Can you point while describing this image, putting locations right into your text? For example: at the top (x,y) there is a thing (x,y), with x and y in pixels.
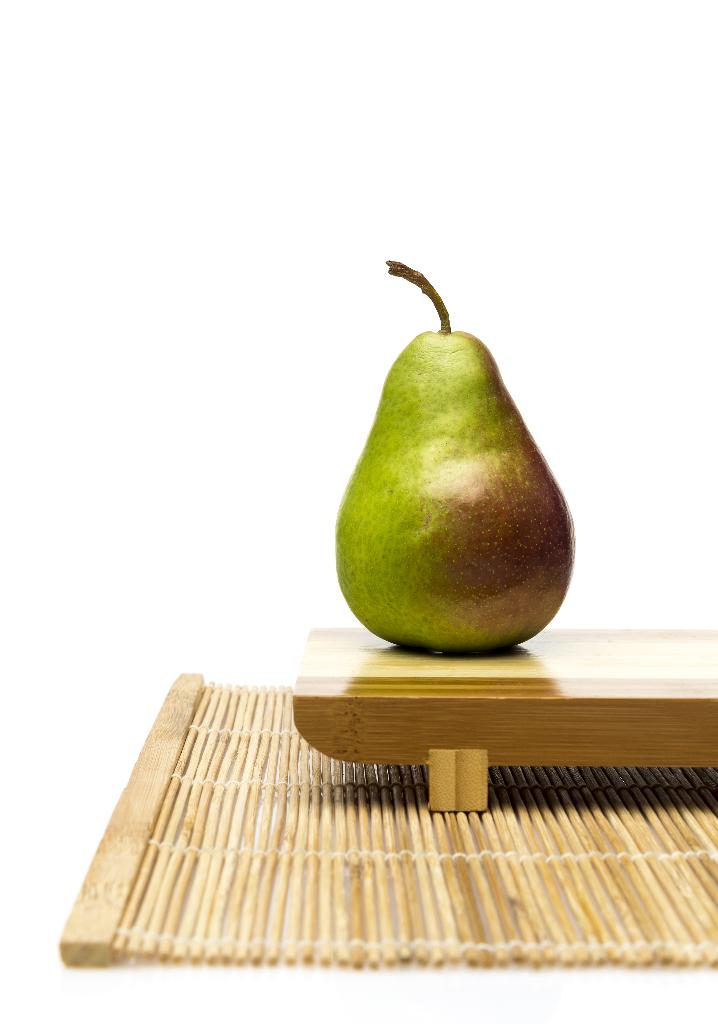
In this image we can see a pear fruit (505,531) kept on the wooden table (509,683). Here we can see the wooden mat (358,910). The background of the image (4,235) is white in color.
